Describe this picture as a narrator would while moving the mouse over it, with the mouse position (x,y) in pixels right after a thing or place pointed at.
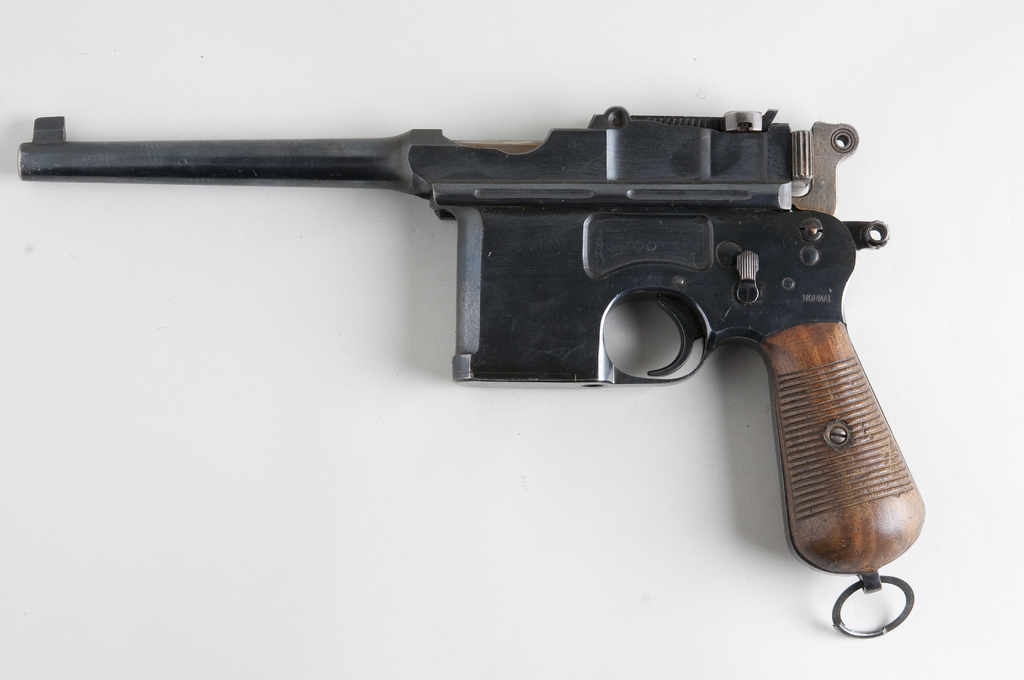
In this picture we can see a gun (708,300) here, we can see a white color background (828,64).
